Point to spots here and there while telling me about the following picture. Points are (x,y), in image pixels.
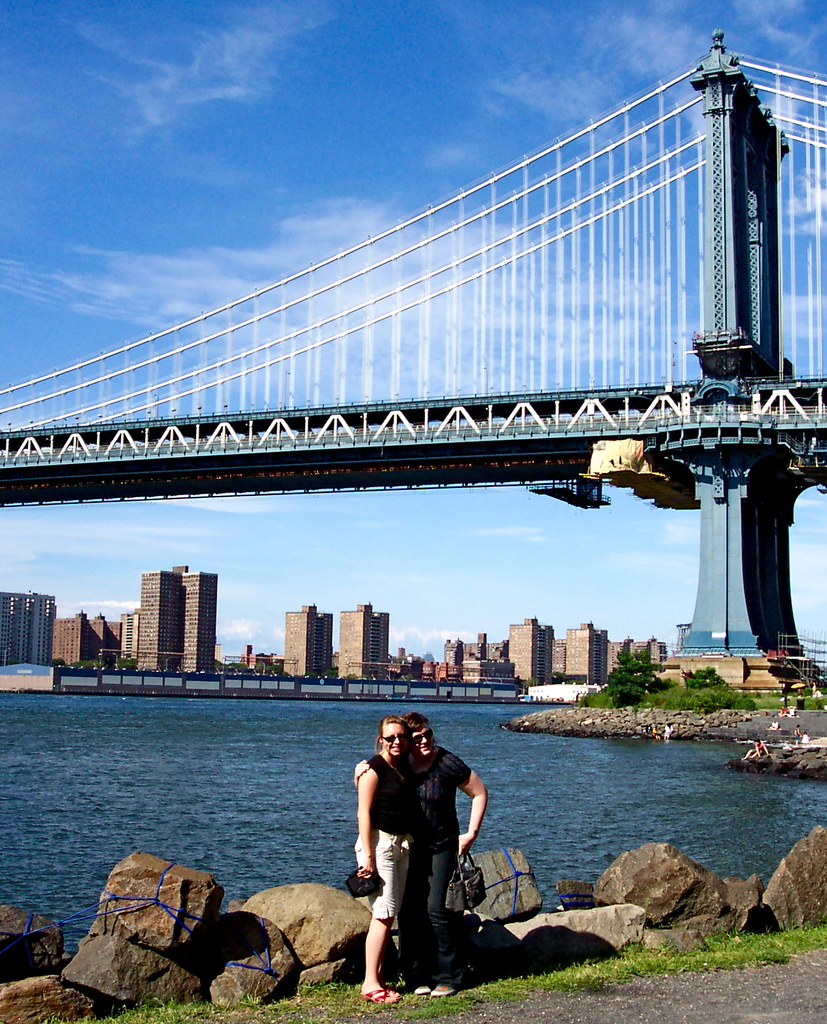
In this image there are women (450,868) standing and holding an object (468,901), there is the grass (610,964), there is road (659,995) towards the bottom of the image (645,995), there are rocks (664,901), there is water (391,707), there are trees (645,693), there is a bridge (402,439), there are buildings (188,626), there is the sky (315,123) towards the top of the image (341,111), there are clouds (394,279) in the sky (365,232).
